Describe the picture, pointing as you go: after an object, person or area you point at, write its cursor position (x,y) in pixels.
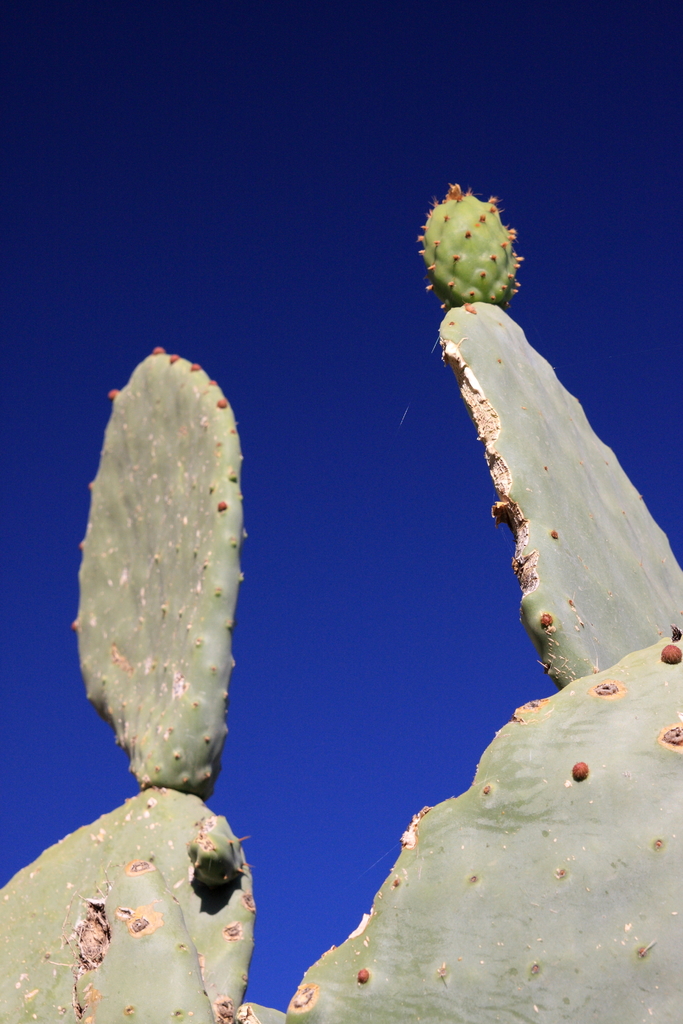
In this image there is a cactus plant (558,570). At the top (292,163) there is the sky (272,175).
